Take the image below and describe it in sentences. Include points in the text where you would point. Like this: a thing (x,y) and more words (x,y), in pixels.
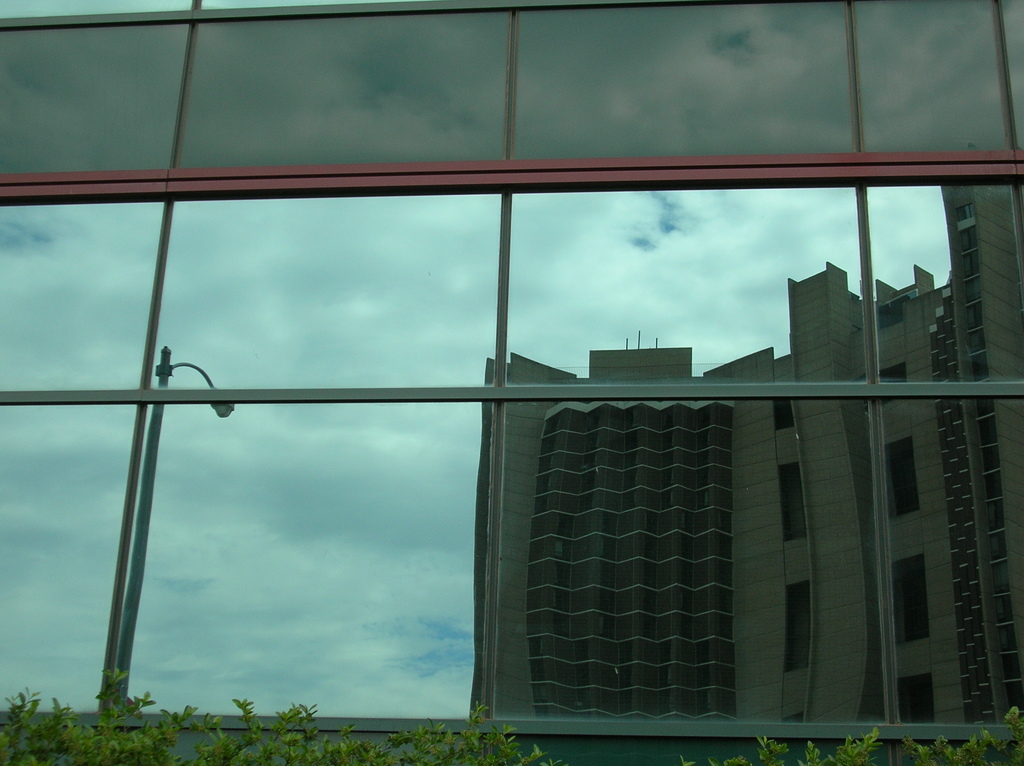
In this image we can see one big building glass (532,105). In this glass (848,538) we can see some buildings (1002,472), one light (226,410) with pole (154,452), some plants (19,715), some poles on the top of one building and at the top (64,243) there is the sky (196,360).
